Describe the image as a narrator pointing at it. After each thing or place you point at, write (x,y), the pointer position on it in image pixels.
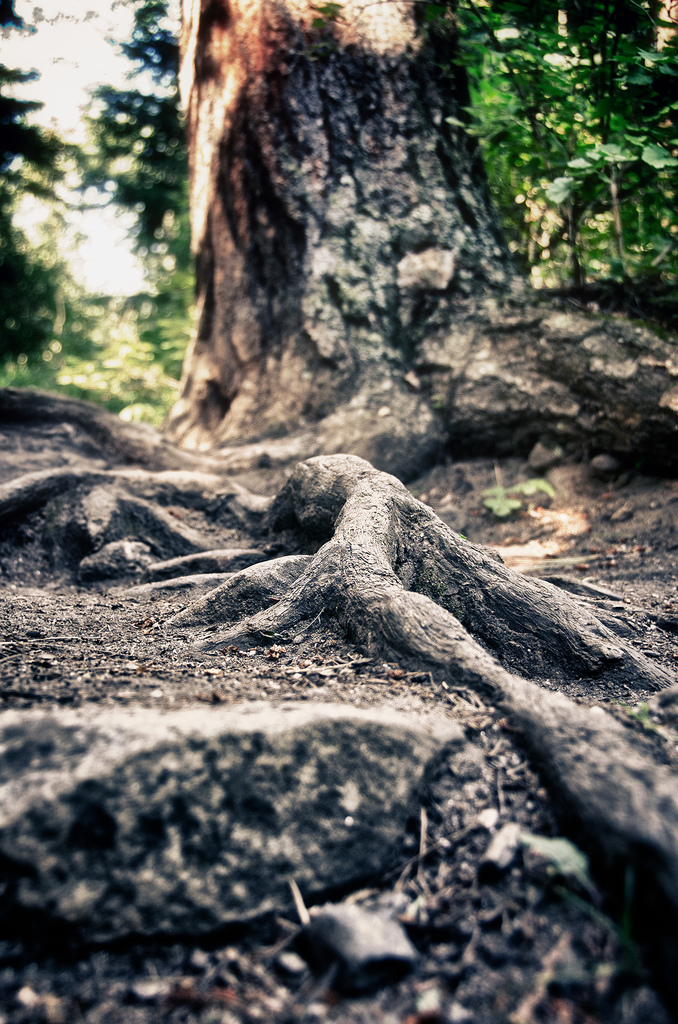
In the image there is a tree (307,431) in the front (307,584) with many trees (652,86) behind it, there is a rock (203,771) on the land (433,796).
